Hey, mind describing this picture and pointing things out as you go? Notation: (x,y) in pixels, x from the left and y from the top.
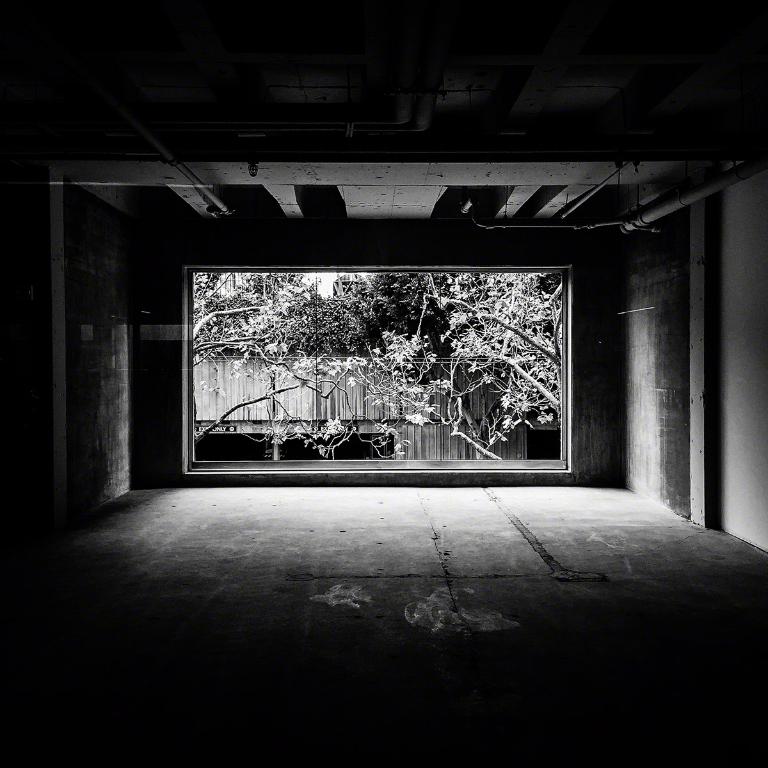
It is a black and white image, in the middle (265,284) there are trees (414,348).
